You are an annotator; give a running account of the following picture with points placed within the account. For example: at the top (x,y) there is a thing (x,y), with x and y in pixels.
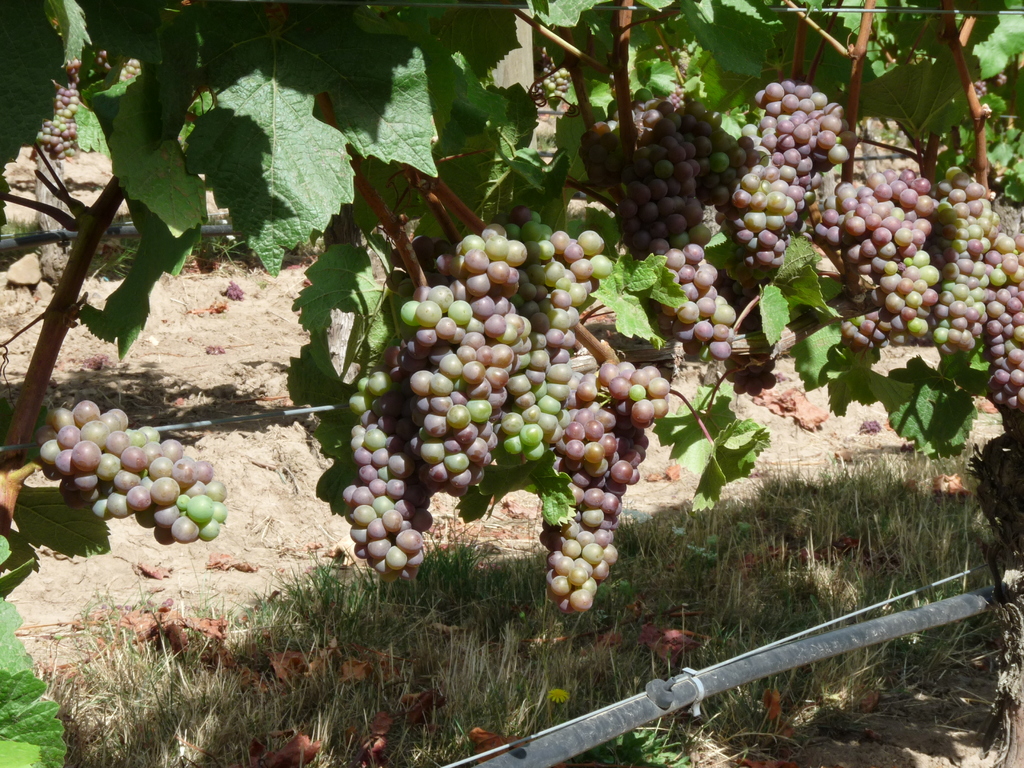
In the image there is a grape tree (294,175), there are a lot of grape fruits (531,340) to the tree (802,59), below the tree (811,205) there is a grass (658,662).
